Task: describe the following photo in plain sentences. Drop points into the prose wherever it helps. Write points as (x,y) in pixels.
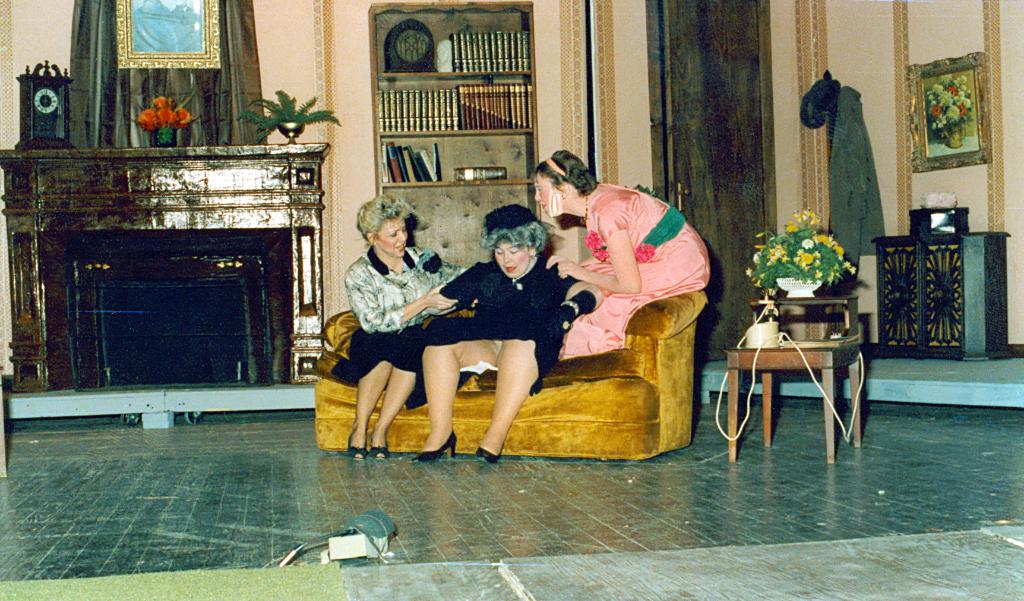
In this image I can see three people (490,318) are sitting on the couch (568,448). At the back (502,103) there is a cupboard (472,134). Inside the cupboard (471,148) there are some books (499,126). There are some frames (194,6) attached to the wall (859,313).
